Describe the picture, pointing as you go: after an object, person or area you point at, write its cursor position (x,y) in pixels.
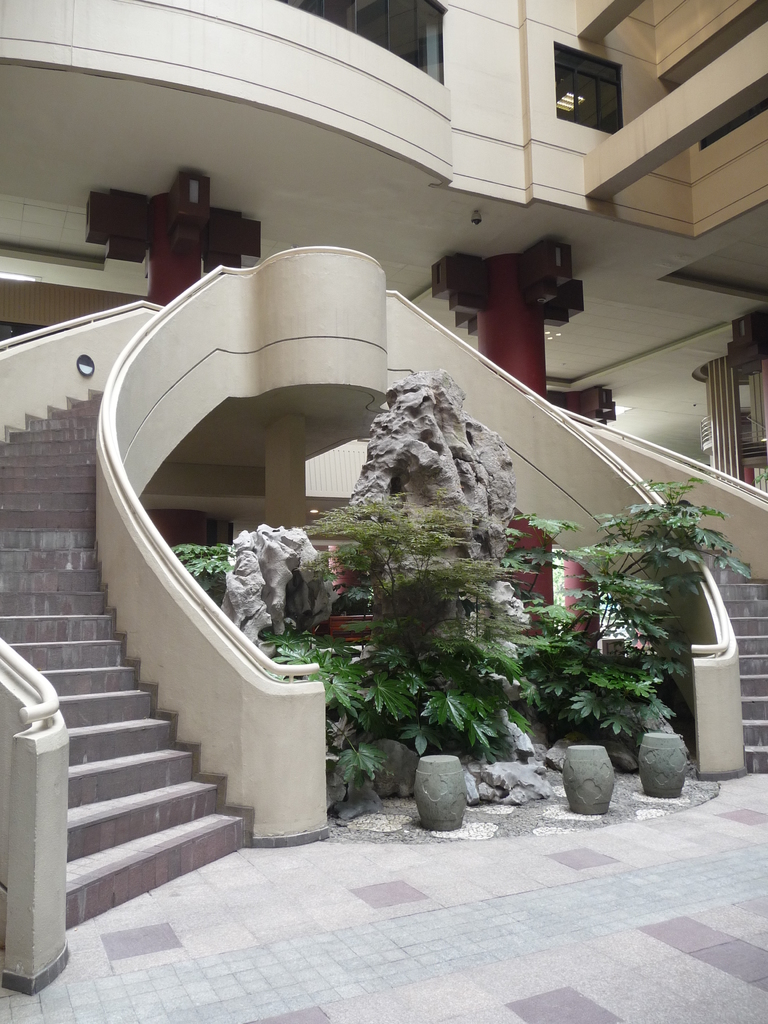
In this image I can see the building (373,159) which is in cream color. I can see the rock (296,575) and plants (350,597) in the front (463,663). There are stairs (27,628) to the side of the plant (555,690).
